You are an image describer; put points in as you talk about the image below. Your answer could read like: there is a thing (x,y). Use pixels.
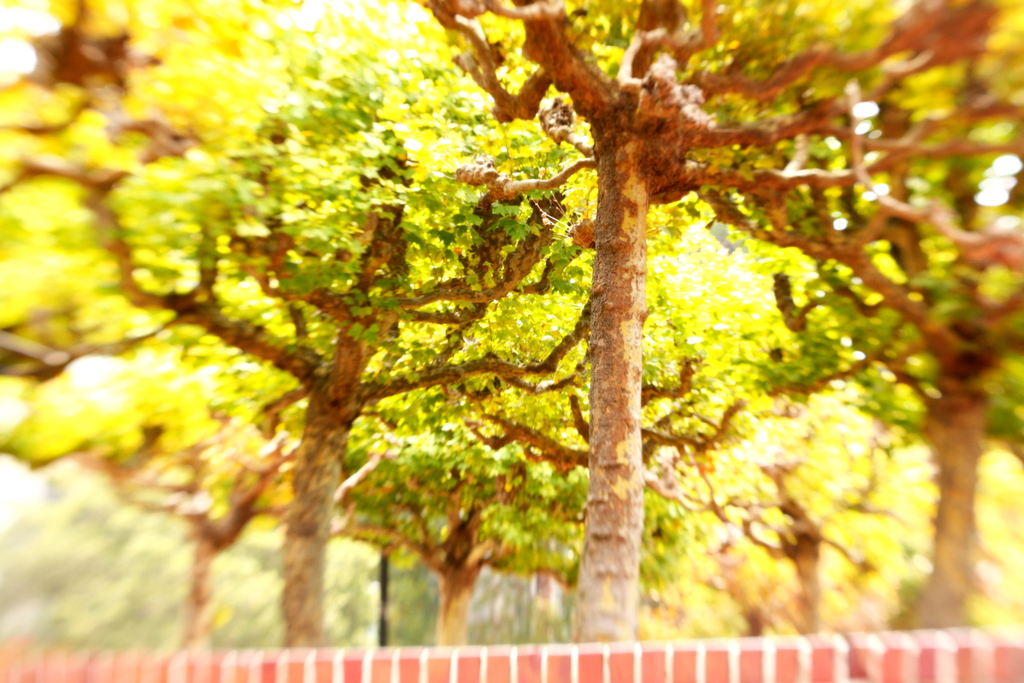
This picture is blurry and we can see trees (704,385).
